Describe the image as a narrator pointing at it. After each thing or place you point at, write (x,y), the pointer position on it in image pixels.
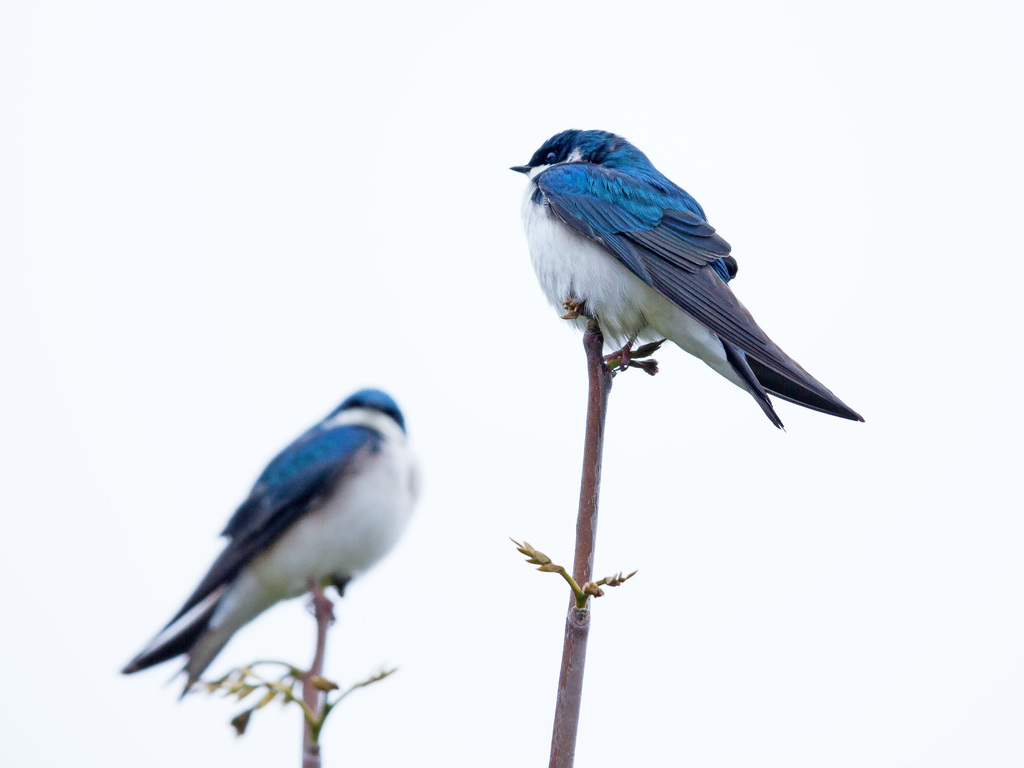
In this picture I can see couple of birds (390,546) on the branches (563,651), they are white blue and black in color and I can see white color background (26,86).
